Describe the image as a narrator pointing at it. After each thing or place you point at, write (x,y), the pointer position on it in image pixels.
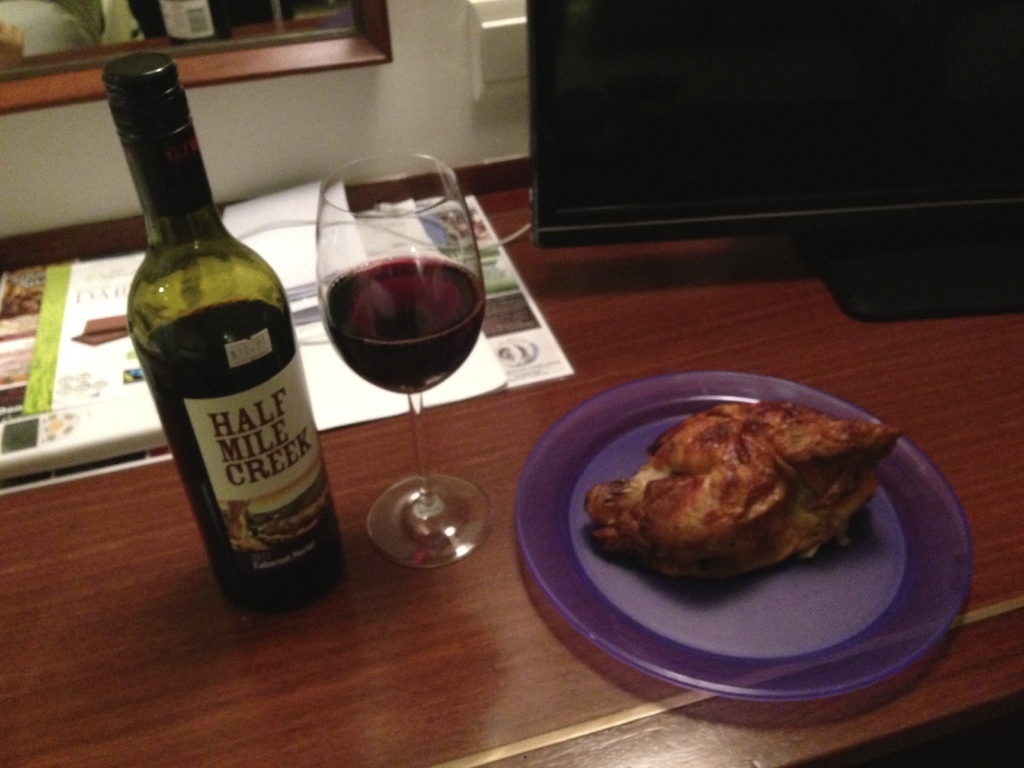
In the image we can see there is a table (260,712) on which in a plate (885,520) there is a meat piece (690,484), a wine glass (420,401) and a wine bottle (273,449) and the books (287,260) and a monitor (665,220).
